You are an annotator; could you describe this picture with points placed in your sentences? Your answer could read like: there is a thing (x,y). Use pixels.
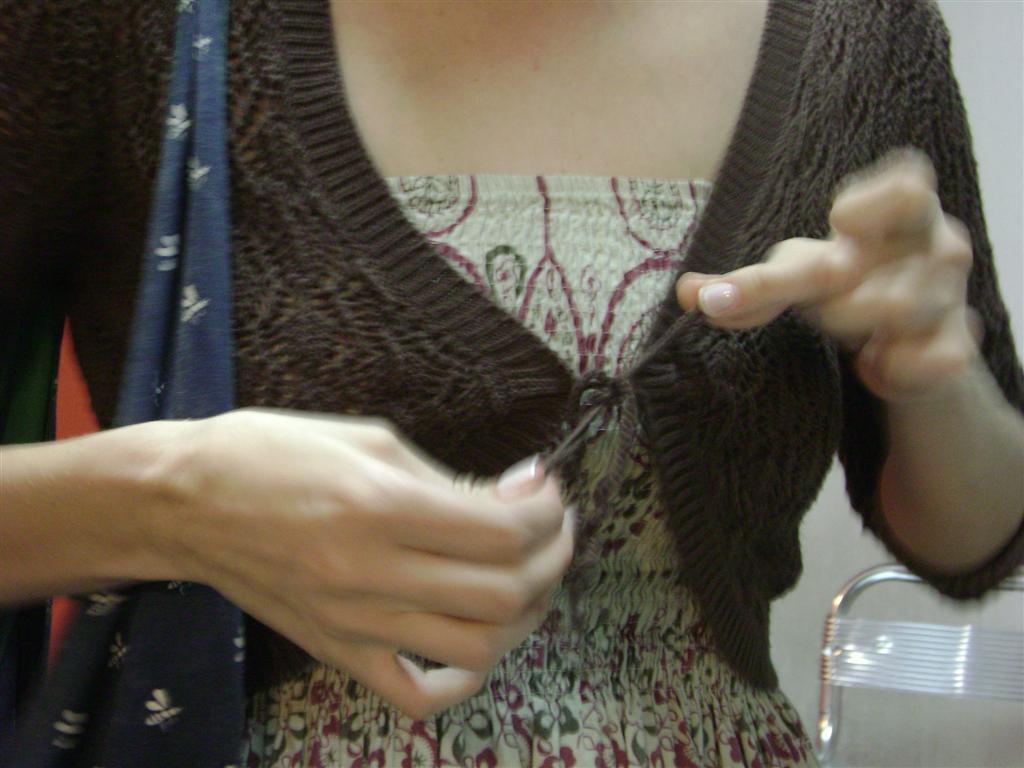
In the center of the image (573,498) there is a woman (788,124). To the right side (920,597) bottom of the image (831,767) there is a chair (822,754).
